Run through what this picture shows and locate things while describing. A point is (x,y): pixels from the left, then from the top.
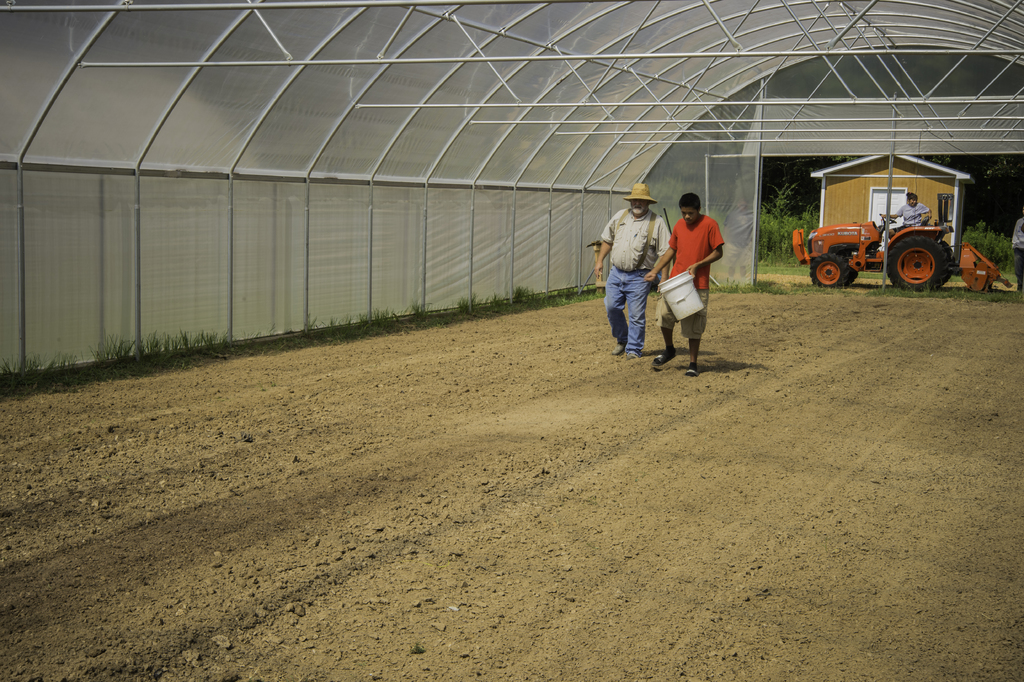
In this image I can see a person (695,240) wearing orange t shirt (693,234) is standing and holding a white colored bucket (692,292) and another person (625,234) wearing white and blue colored dress (627,264) is standing. In the background (898,253) I can see a orange colored vehicle (859,258), a person (912,204) sitting on it, a house (850,182), few trees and the shed (654,94).
